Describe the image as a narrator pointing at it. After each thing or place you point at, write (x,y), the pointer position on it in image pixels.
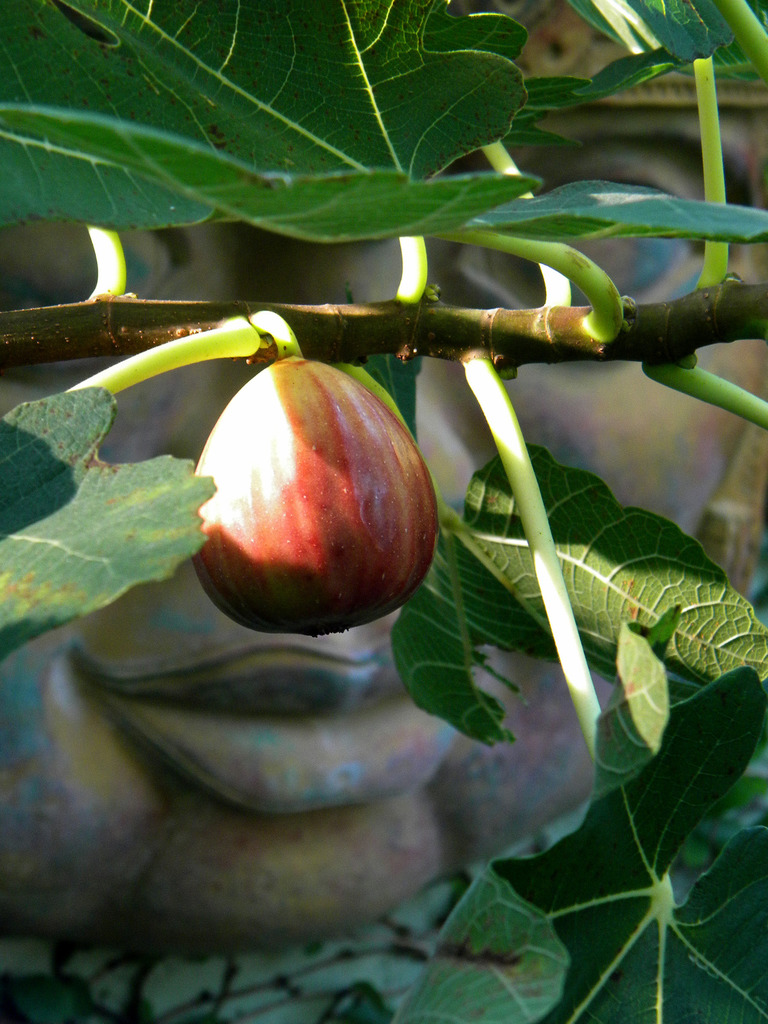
In the foreground of this picture (353,534) we can see the fruit (323,462) is hanging on the plant like object (176,313) and we can see the green leaves (252,103) and the stems (550,591). In the background (277,778) we can see the sculpture of a person (269,899) and some objects (180,976).
